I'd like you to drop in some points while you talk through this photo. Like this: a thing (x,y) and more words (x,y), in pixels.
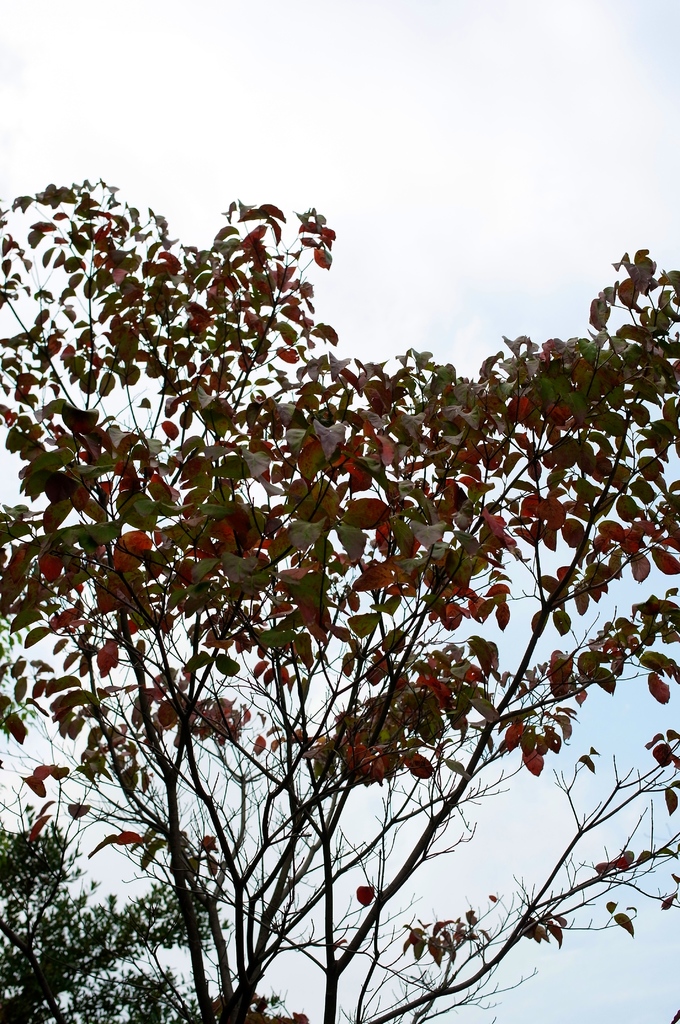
This is the picture of a plant (639,793) to which there are some leaves (172,592).
